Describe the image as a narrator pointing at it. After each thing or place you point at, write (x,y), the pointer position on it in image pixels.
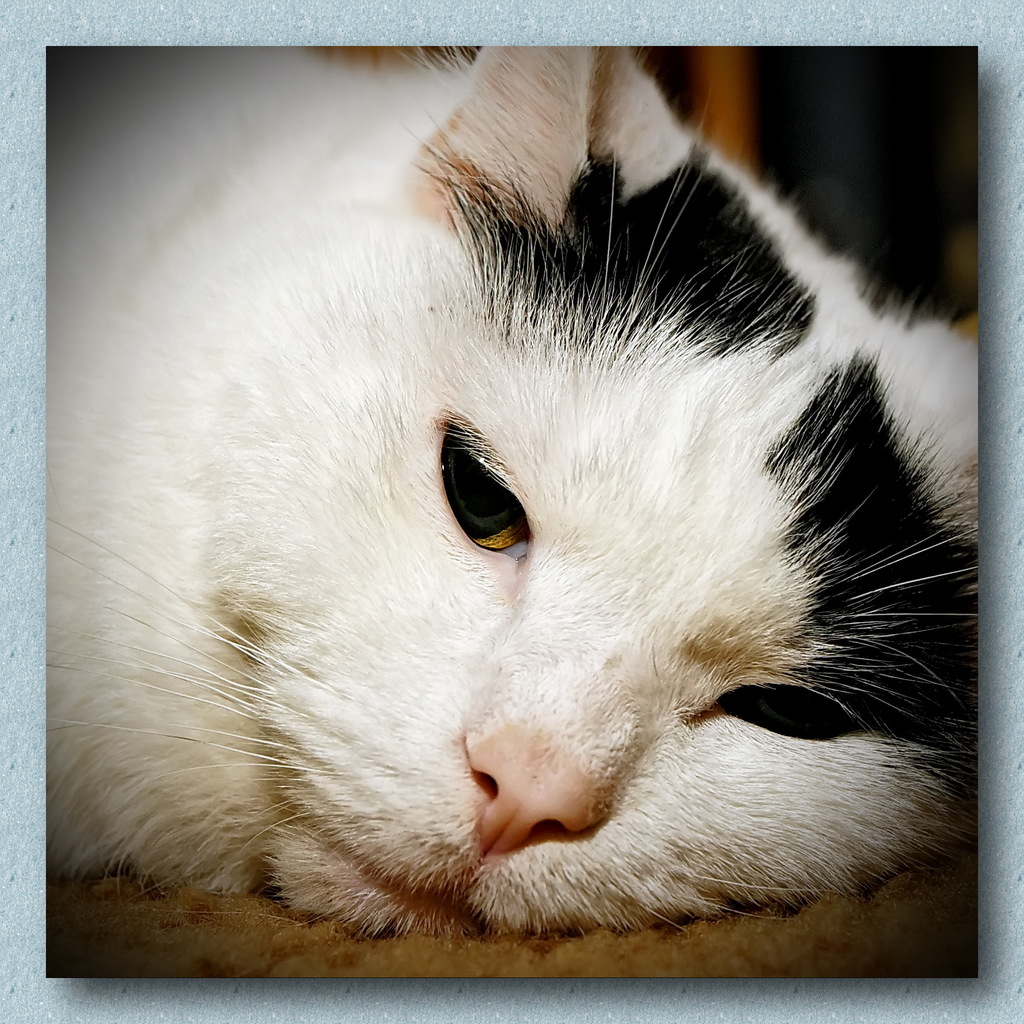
In this image we can see the cat (553,560).
